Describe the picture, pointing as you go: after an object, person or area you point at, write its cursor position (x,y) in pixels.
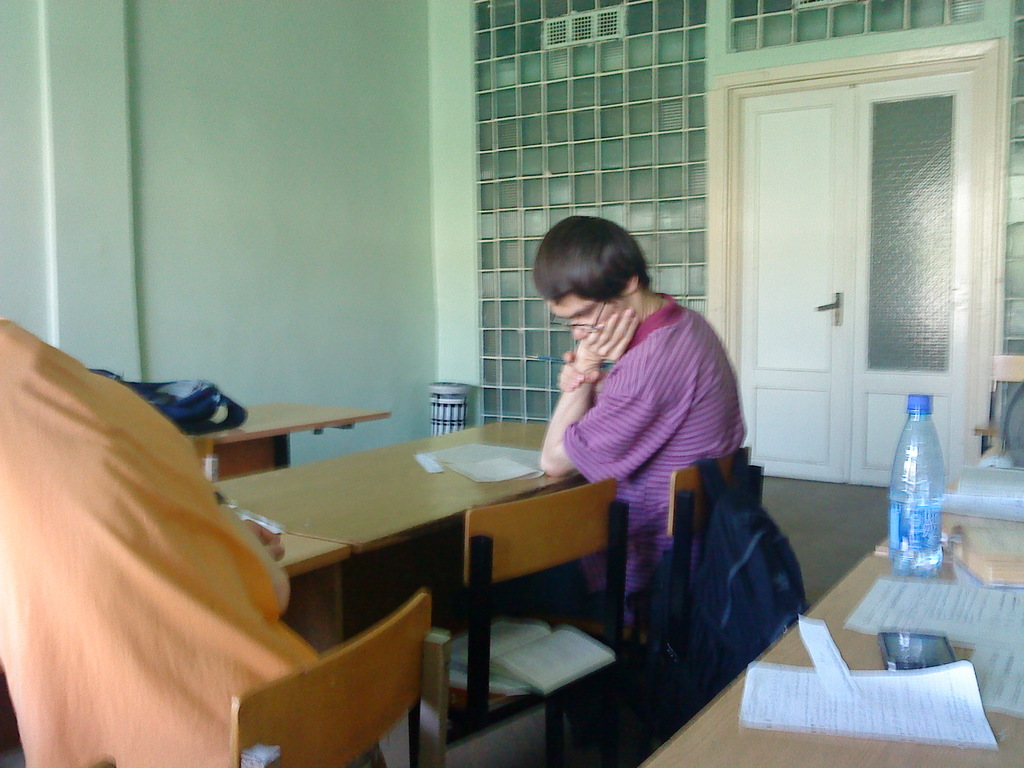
This person (644,300) is sitting on a chair (681,473). On this chair (684,584) there is a bag (727,523). In-front of this person (614,459) there is a table (525,445), on this table (509,496) there are papers (523,458). Backside of this person (693,433) there is a table (778,754), on this table (778,767) there are papers (931,683), mobile (917,657) and bottle (927,512). This door (776,274) with handle (831,305). Far there is a bin (454,398).
